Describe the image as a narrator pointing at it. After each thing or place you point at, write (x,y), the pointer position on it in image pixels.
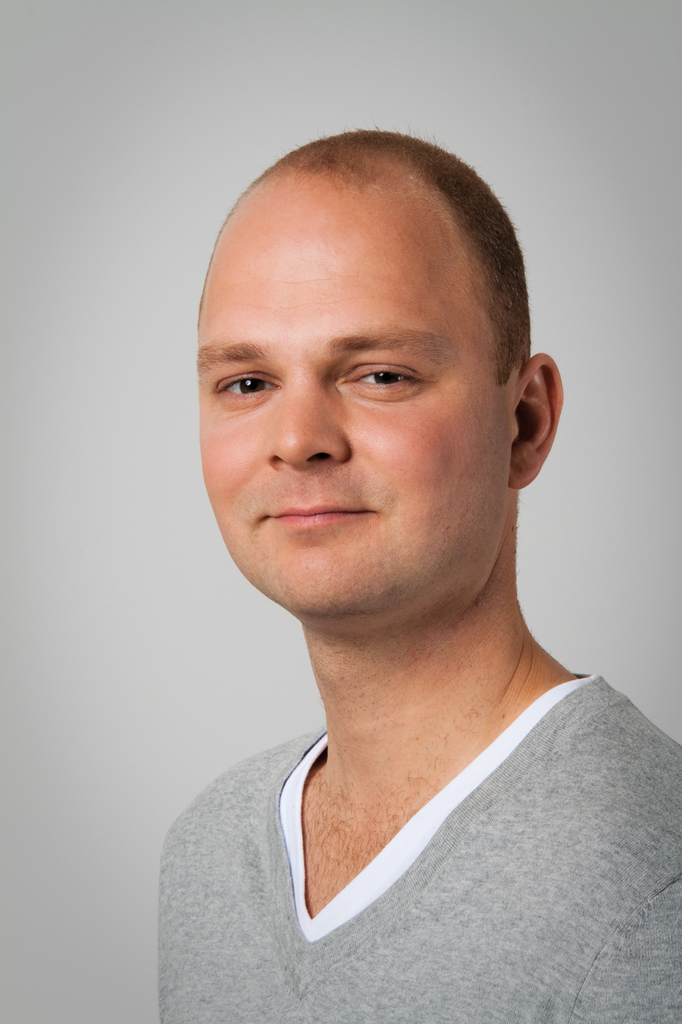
In this image in front (468,484) there is a person (415,423) wearing a smile on his face (387,500). In the background of the image (438,54) there is a wall (491,28).
